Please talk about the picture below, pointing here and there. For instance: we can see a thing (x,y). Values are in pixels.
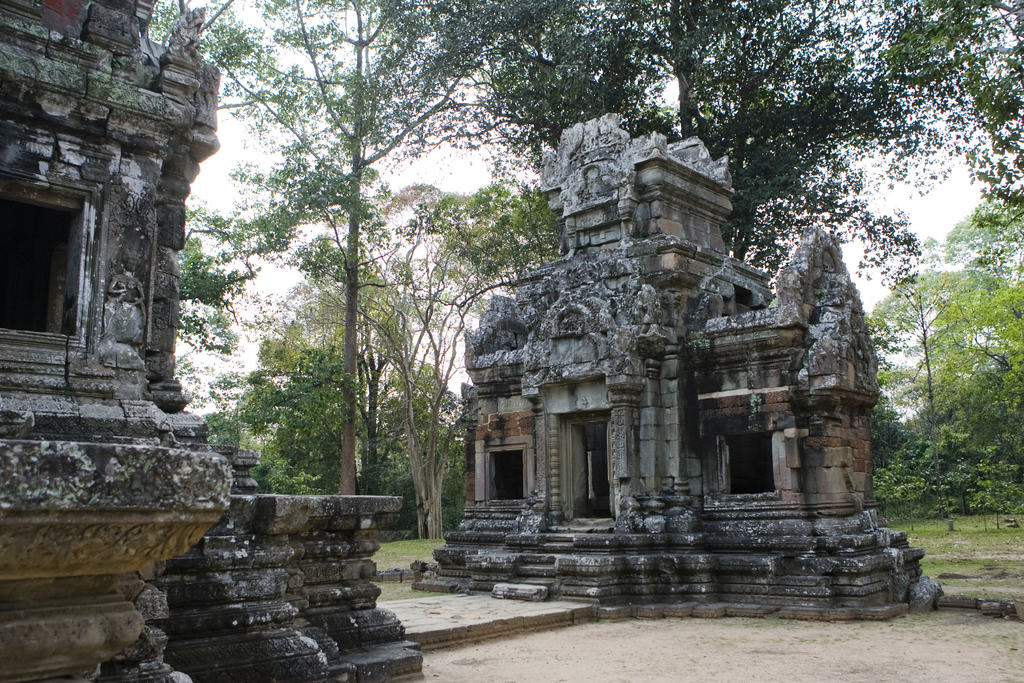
As we can see in the image there are sculptures (178,318), trees (532,254), plants (986,457) and grass (987,524).
